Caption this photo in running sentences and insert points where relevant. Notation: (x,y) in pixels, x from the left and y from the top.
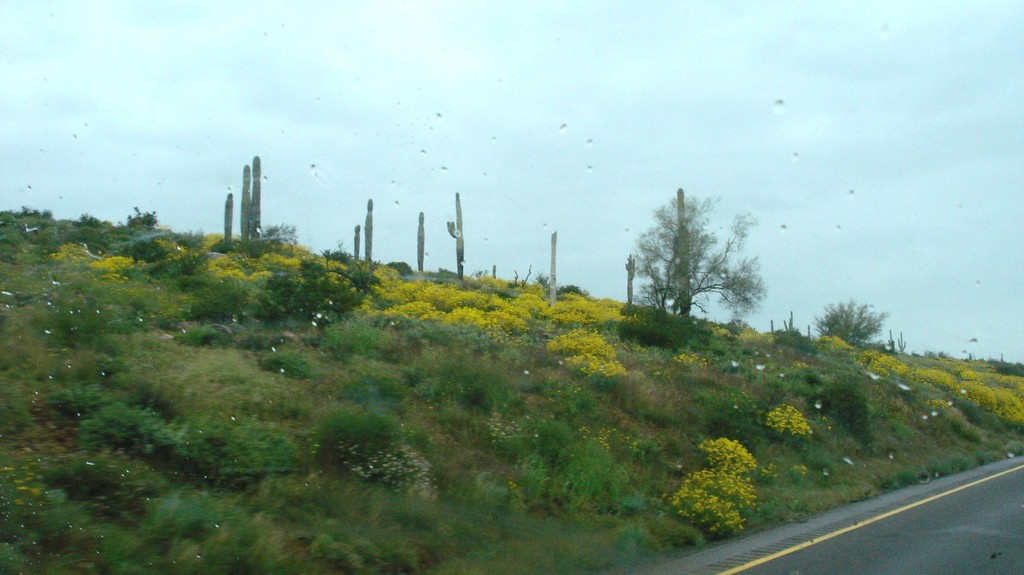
This image is clicked from a vehicle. In the front (305,368), there is green grass (396,411) and small plants (633,416) along with yellow flowers (401,289). To the top (402,103) there is a sky (383,153).
